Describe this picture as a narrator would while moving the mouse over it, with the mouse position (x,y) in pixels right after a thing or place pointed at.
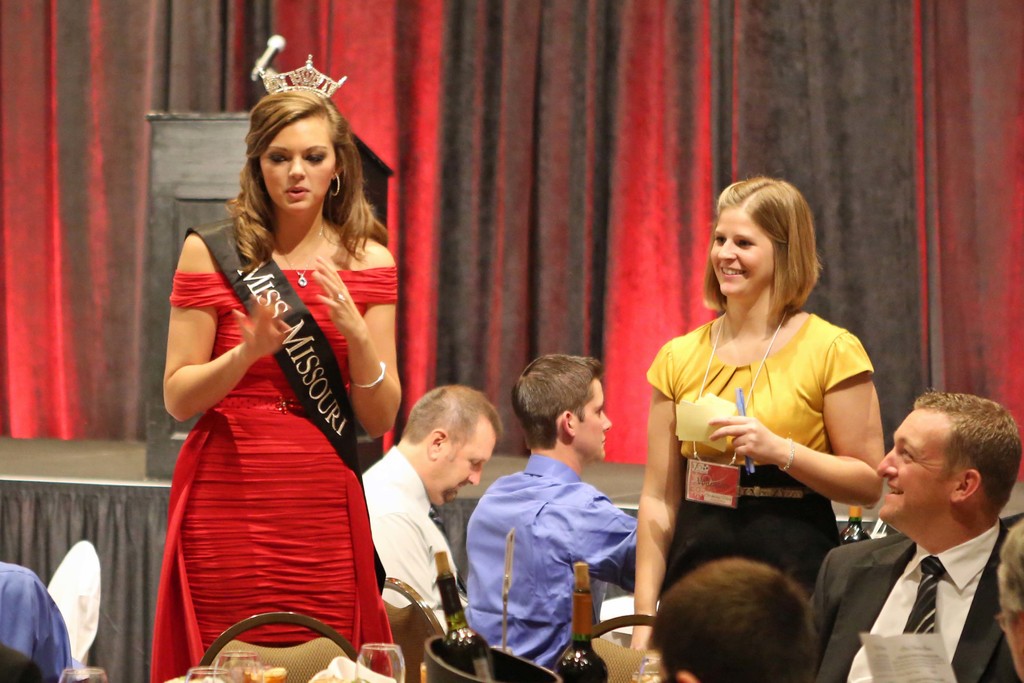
In this image we can see a group of people (715,603) standing on the floor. One woman (343,294) wearing a red dress (266,358) and a crown (314,70) is standing in front of a chair (325,652). one woman (754,429) in the yellow dress (843,371) is holding a paper (710,430) and pen (745,455) in her hand (743,439). In the background (273,66), we can see a group of people (495,583) sitting on chairs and a podium (170,180) with microphone (278,40), curtains (615,68) and some bottles (461,656) placed on the table (239,681).
